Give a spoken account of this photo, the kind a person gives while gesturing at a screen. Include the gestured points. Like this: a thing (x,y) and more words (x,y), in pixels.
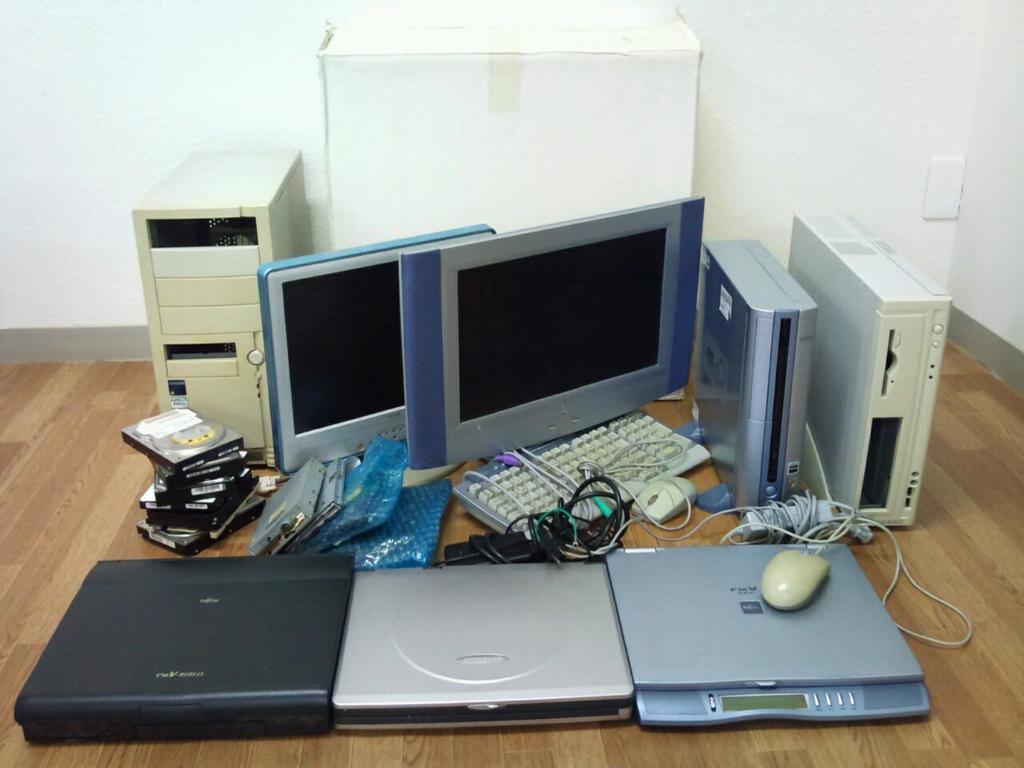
This Image consists of computers (657,625), laptops (770,630), Mouse (775,593), monitors (355,432), keyboards (652,470), wires (580,523), hard drives (257,507), CPU (234,372), and a box (367,168) in the back side (444,175).
